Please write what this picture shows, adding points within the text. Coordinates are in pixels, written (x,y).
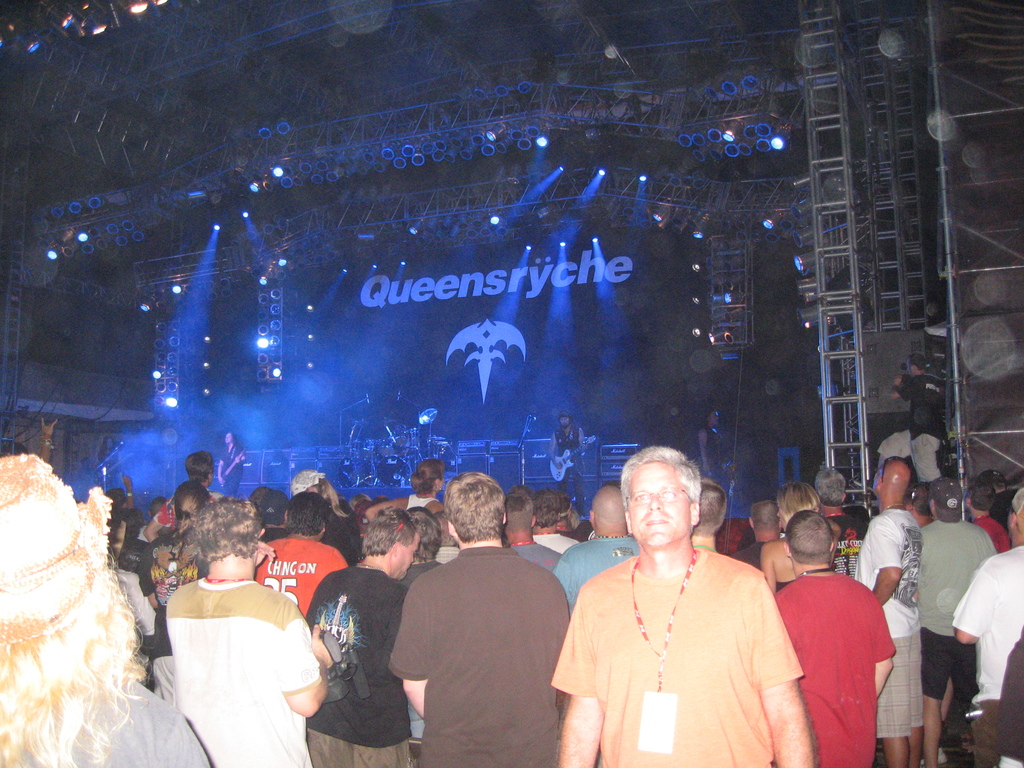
In this image there are people (941,622) standing, in the background (558,475) there are people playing musical instruments (354,466) and there is a banner (395,286), on that banner (395,286) there is some text (383,289), at the top (722,137) there are lights (713,152) and iron rods (667,97).
